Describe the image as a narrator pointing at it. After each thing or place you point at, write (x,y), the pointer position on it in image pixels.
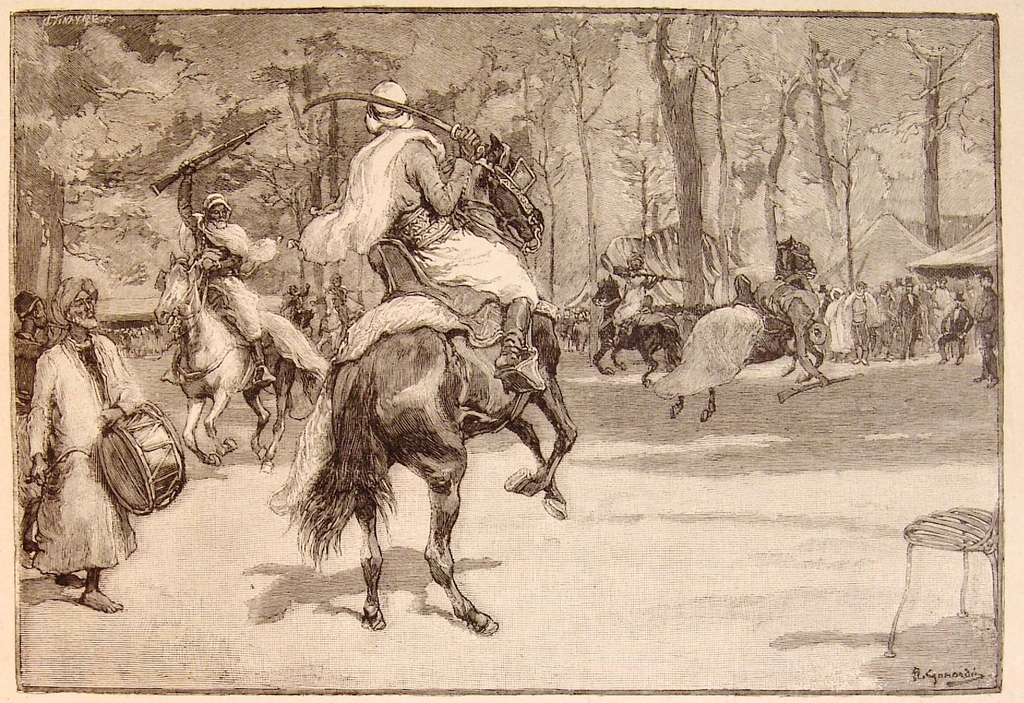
In this image, we can see depiction of persons (920,306). There are some persons (386,216) in the middle of the image (543,385) riding horses (551,385). There is a chair (947,538) in the bottom right of the image (935,538). There are some trees (739,133) at the top of the image (163,117).
